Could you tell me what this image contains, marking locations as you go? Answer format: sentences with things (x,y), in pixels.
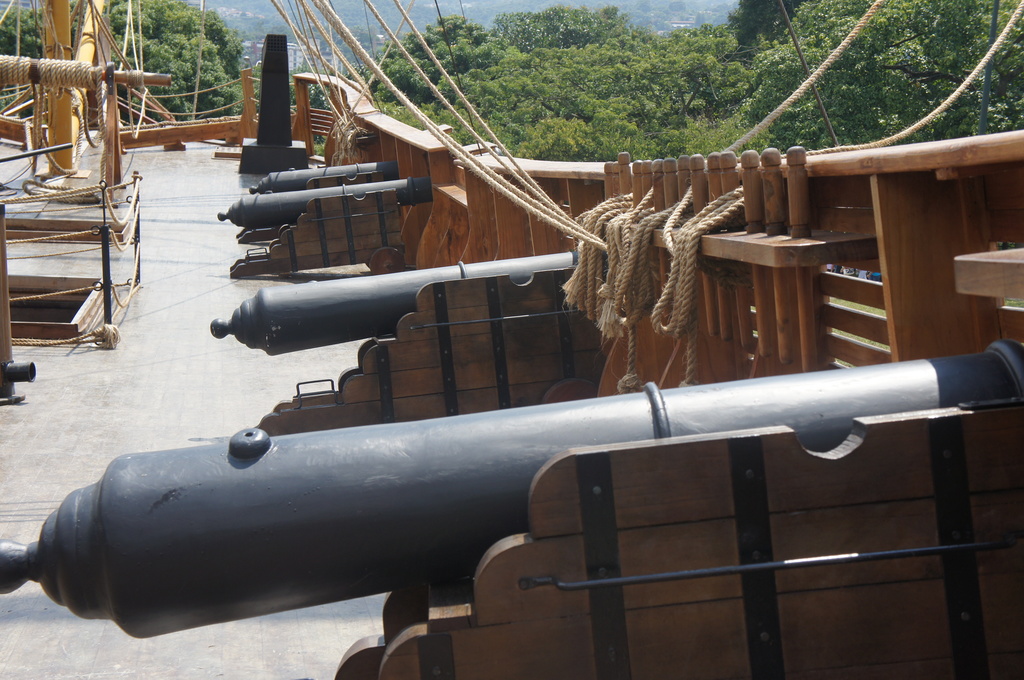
In this picture I can observe black color cannons (322,321). There is a wooden railing (557,173) on the right side (932,189). I can observe some ropes (619,233) tied to this railing (551,236). In the background (572,86) there are trees (485,88).
